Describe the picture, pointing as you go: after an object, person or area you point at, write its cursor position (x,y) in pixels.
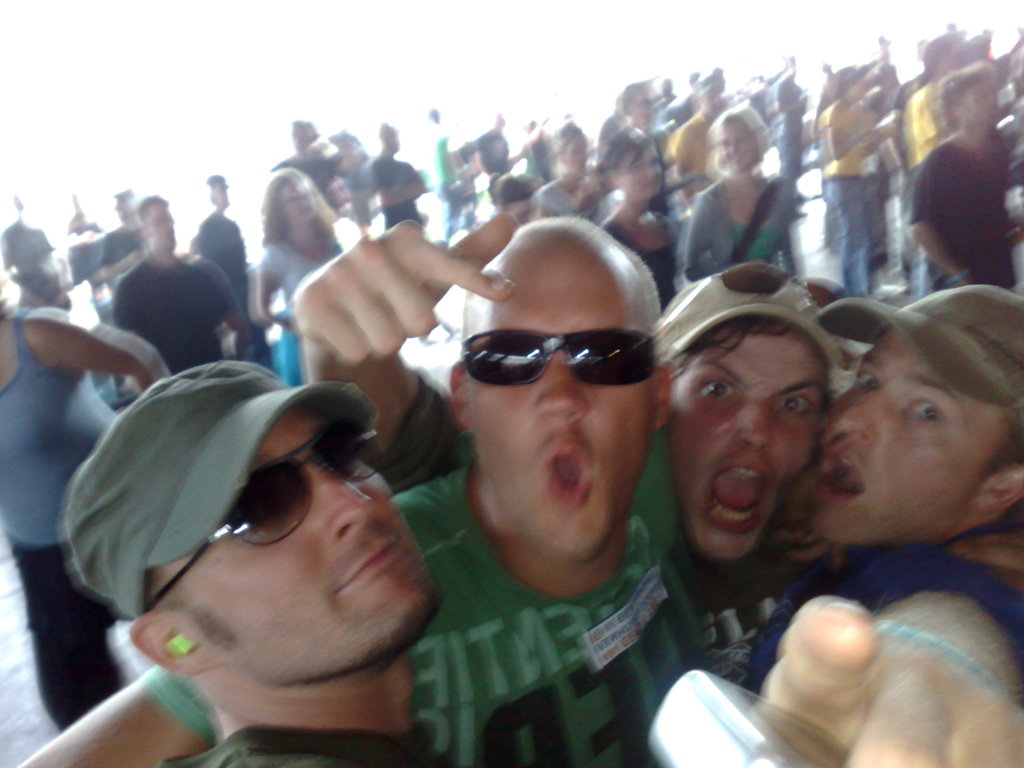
In this image we can see many people (577,278) standing.
